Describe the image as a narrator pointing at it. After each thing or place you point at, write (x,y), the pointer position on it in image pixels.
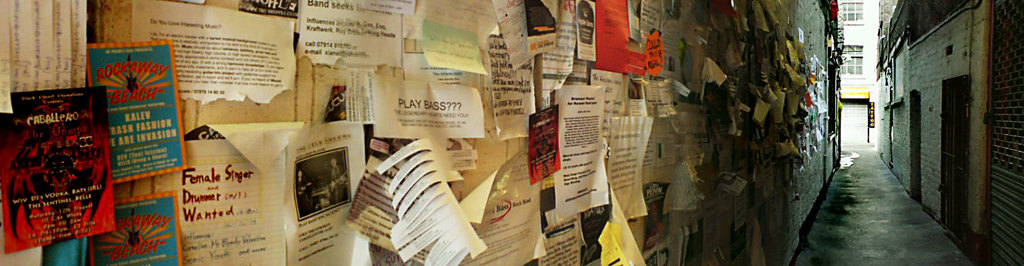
As we can see in the image there are buildings (908,116) and papers (637,90) attached to walls (453,115).
